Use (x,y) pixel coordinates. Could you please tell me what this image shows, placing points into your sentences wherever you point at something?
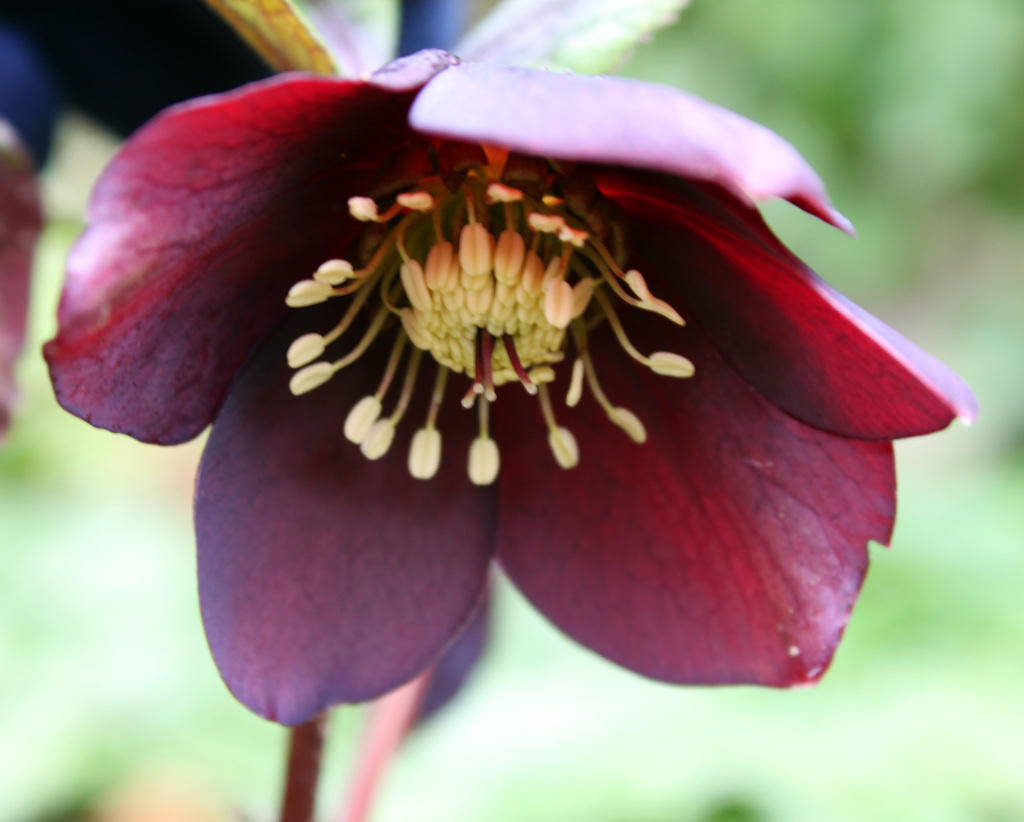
In this image in the foreground (374,267) there is a flower (467,365), and the background (698,783) is blurred.
